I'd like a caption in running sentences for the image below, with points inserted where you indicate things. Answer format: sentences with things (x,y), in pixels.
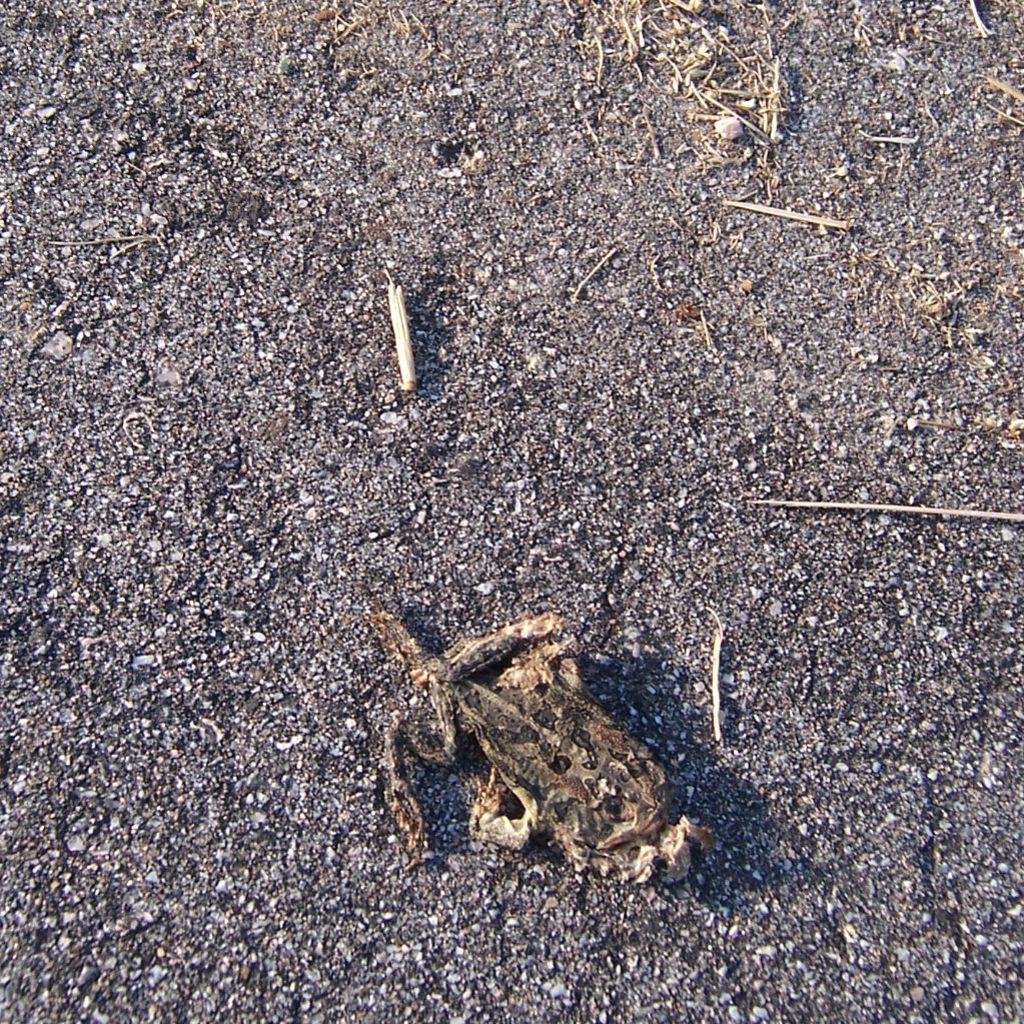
In this image we can see a dead toad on the land (244,930).
